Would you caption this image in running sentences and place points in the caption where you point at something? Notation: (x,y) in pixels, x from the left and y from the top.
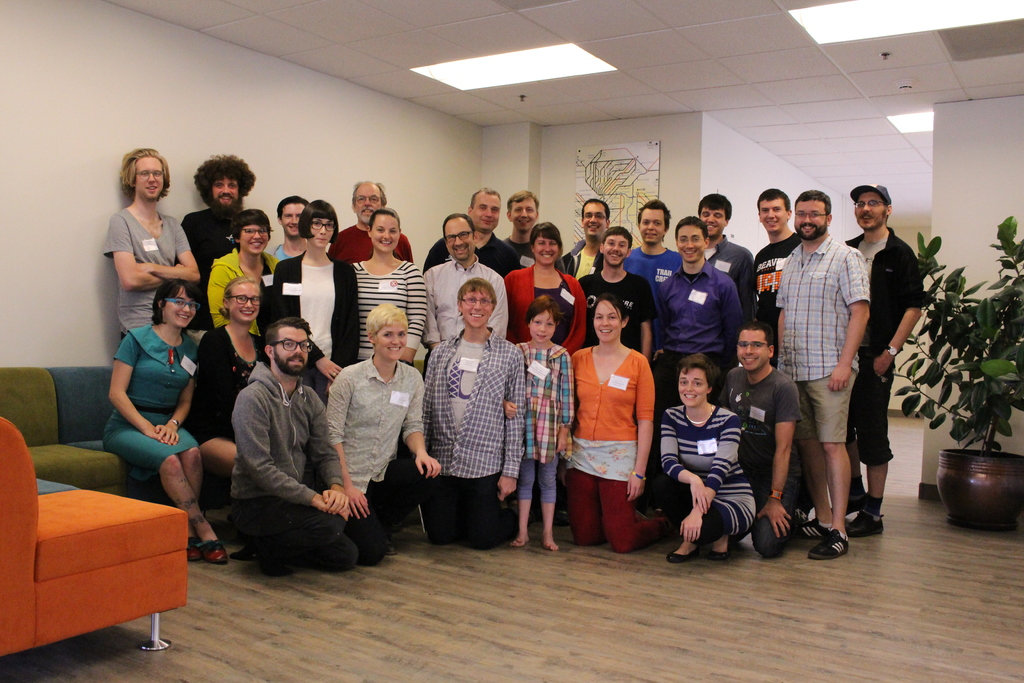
In this picture there are some people (404,280). There are men (206,234) and women (191,344). We can observe some of them were standing and some of them were sitting. We can observe an orange color sofa (50,533) on the left side (28,560). On the right side (984,377) there is a plant (974,386). In the background (401,165) there is a wall (341,151) and a photo frame (629,162) attached to the wall (566,165).
